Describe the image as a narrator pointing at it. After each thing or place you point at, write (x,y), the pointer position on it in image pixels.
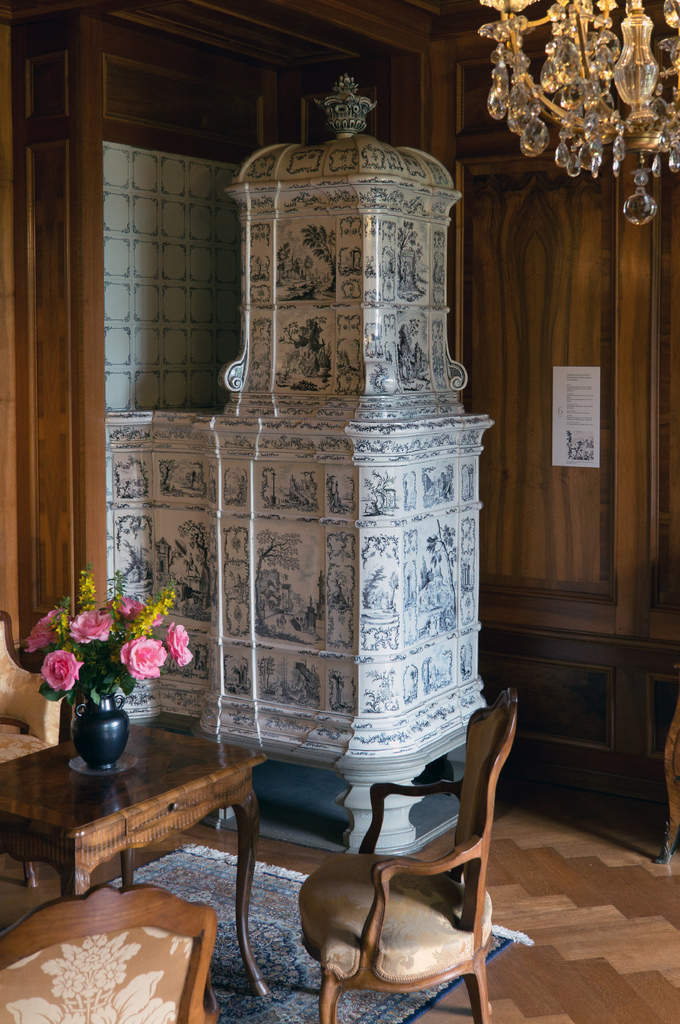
In this picture we can see a table (155,766) with a flower pot (98,621) on it, chairs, carpet (261,895), chandelier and in the background (527,228) we can see a wall (579,476) with a poster (584,440) on it.
